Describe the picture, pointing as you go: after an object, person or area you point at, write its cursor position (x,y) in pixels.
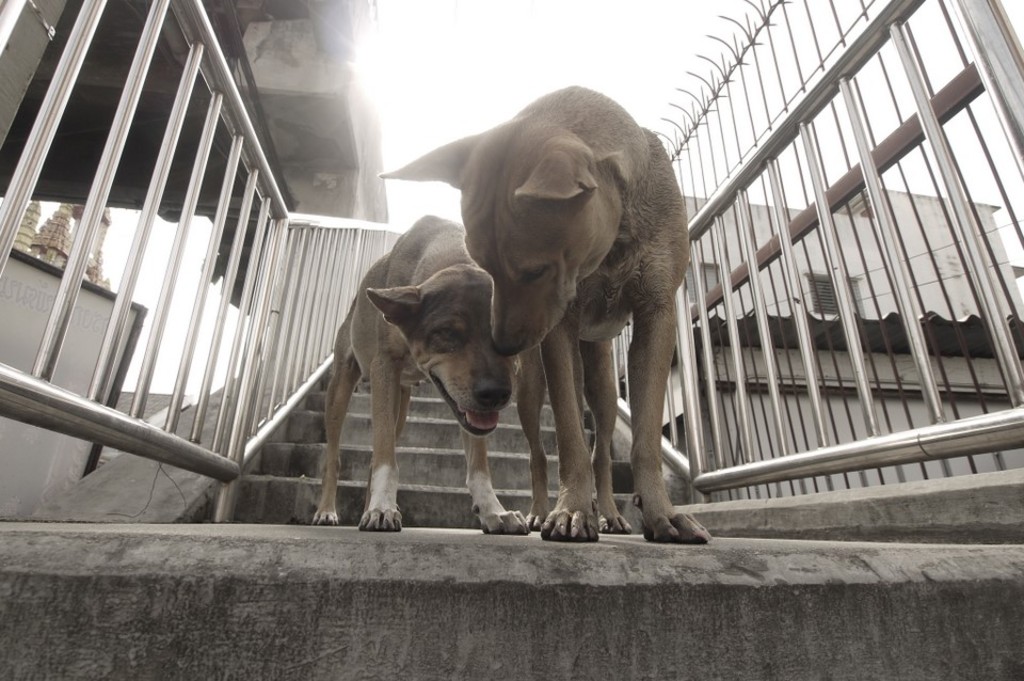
In this picture there are two dogs (564,415) standing on the staircase (631,609). On either side of the image there are hand-grills (872,207). In the background (332,22) there are buildings (332,22).
